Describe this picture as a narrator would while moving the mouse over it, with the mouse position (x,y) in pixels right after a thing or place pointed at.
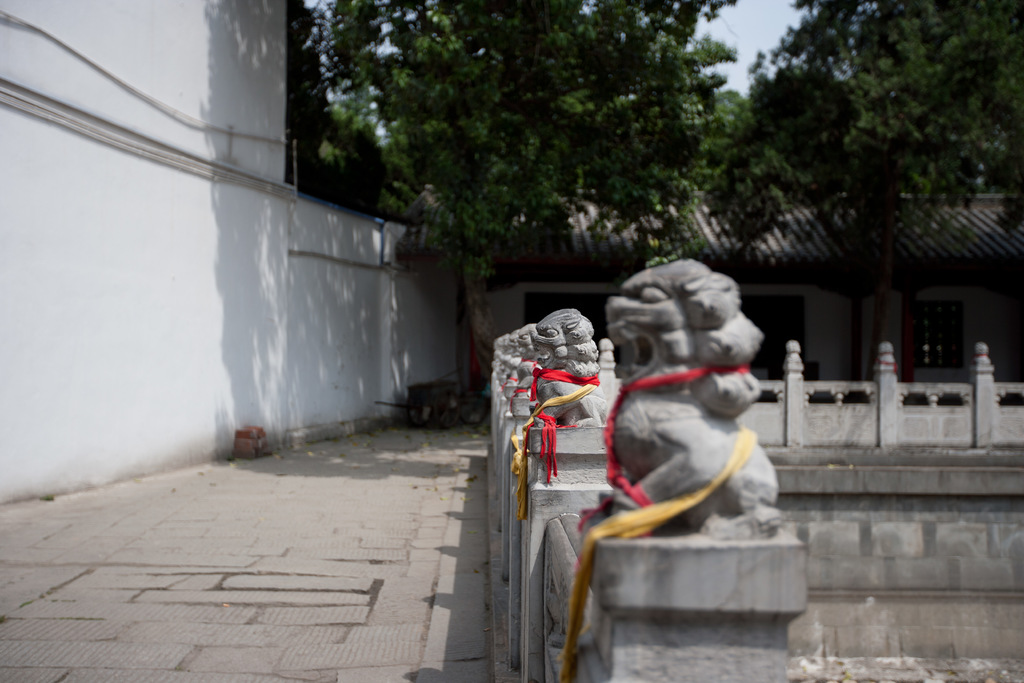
In this image I can see the statues (702,275). To the left (169,344) I can see the wall (204,317). In the background (636,257) I can see the shed (742,275), many trees (730,190) and the sky (750,76).
